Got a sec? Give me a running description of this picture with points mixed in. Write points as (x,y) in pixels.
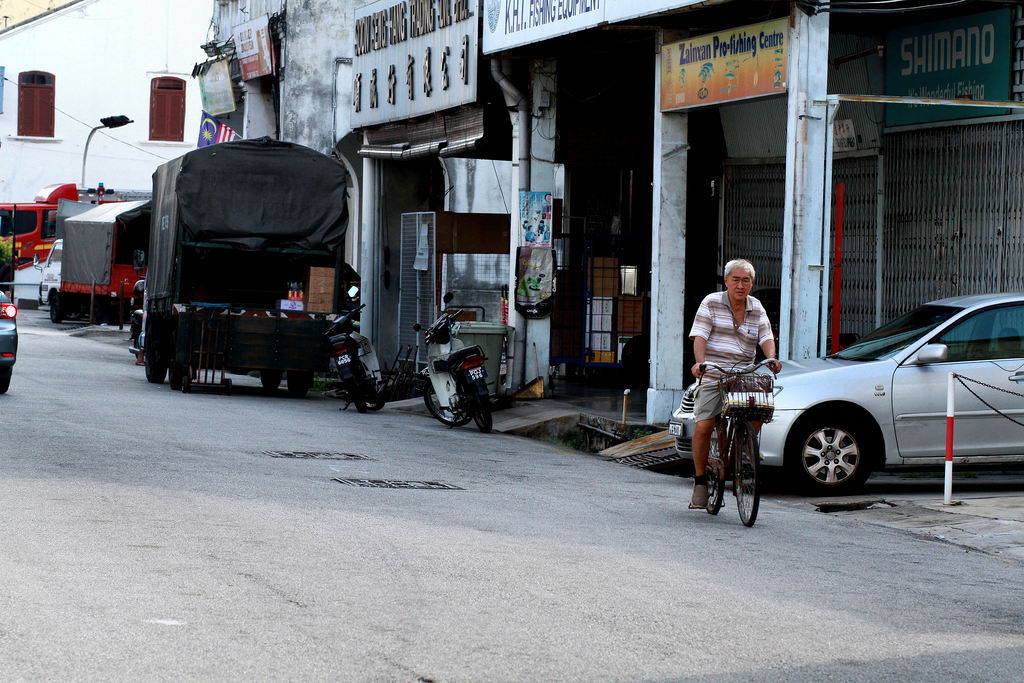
In the picture we can see a road (375,555) on it we can see a man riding bicycle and behind him we can see some motor cycles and some vehicles (76,226) are parked near the shops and behind the man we can see a car (984,411) is parked beside the shop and in the background (78,185) we can see a house (102,165) which is white in color with two windows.
